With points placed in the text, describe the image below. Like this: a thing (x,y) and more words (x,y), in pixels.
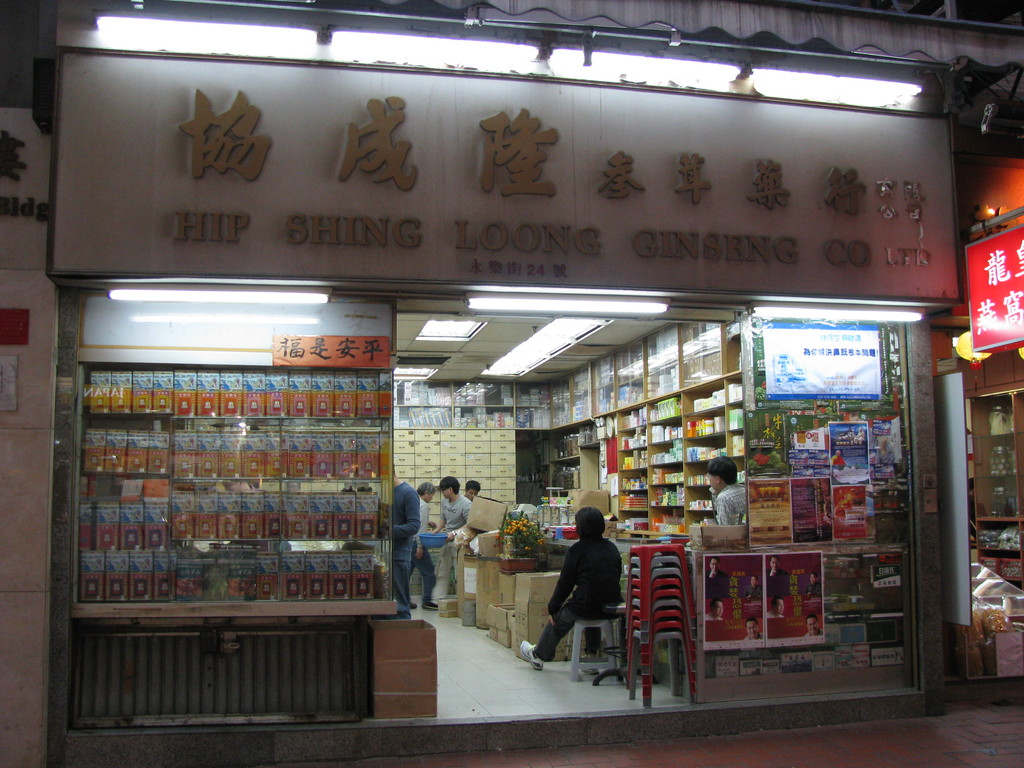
In the picture I can see the store (241,663). I can see the name indication board (445,200) and lighting arrangement (651,66) at the top of the picture (627,74). I can see the materials (586,434) on the shelves (569,431). There are stock boxes (513,590) on the floor (571,657). I can see a man (565,571) sitting on the chair (607,634) and there is a set of chairs (648,611) on the floor (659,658).
